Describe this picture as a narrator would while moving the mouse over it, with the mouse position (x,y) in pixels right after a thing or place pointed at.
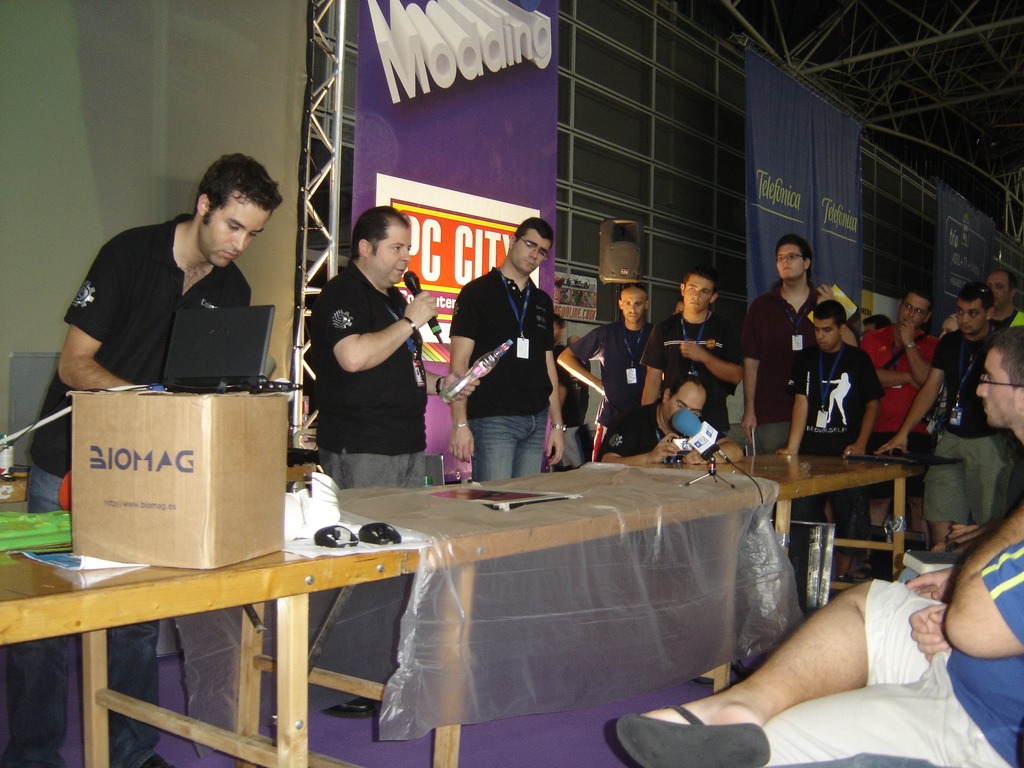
In the picture there are many persons (689,311) standing and some people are sitting a person (353,416) is talking in a micro phone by catching a bottle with his hand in front of him there is a table (605,577) on the table (708,486) there is a cardboard box (174,445) laptop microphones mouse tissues (332,501) bottles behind them there is a banner (857,141) on the pole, on the banner (795,118) there is some text (447,298).
